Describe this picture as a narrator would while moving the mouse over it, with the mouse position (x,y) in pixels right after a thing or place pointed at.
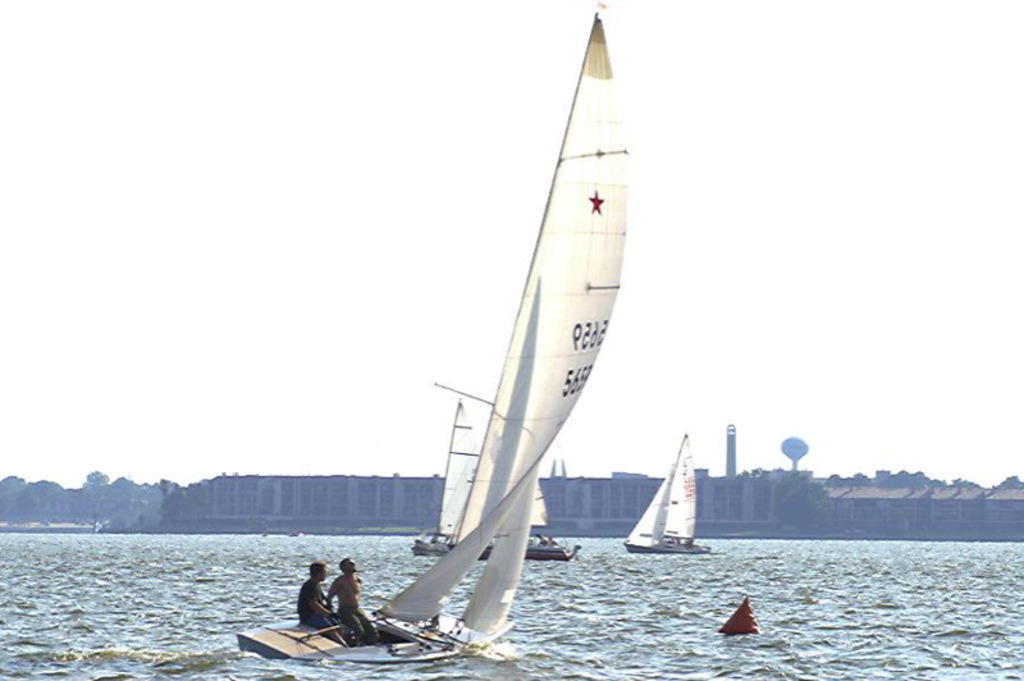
In this image we can see few boats (493,522) on the water (181,582), there are two persons (339,619) sitting in a boat (387,614) and there are few buildings (415,504), trees (160,498) and the sky (747,251) in the background (415,222).
